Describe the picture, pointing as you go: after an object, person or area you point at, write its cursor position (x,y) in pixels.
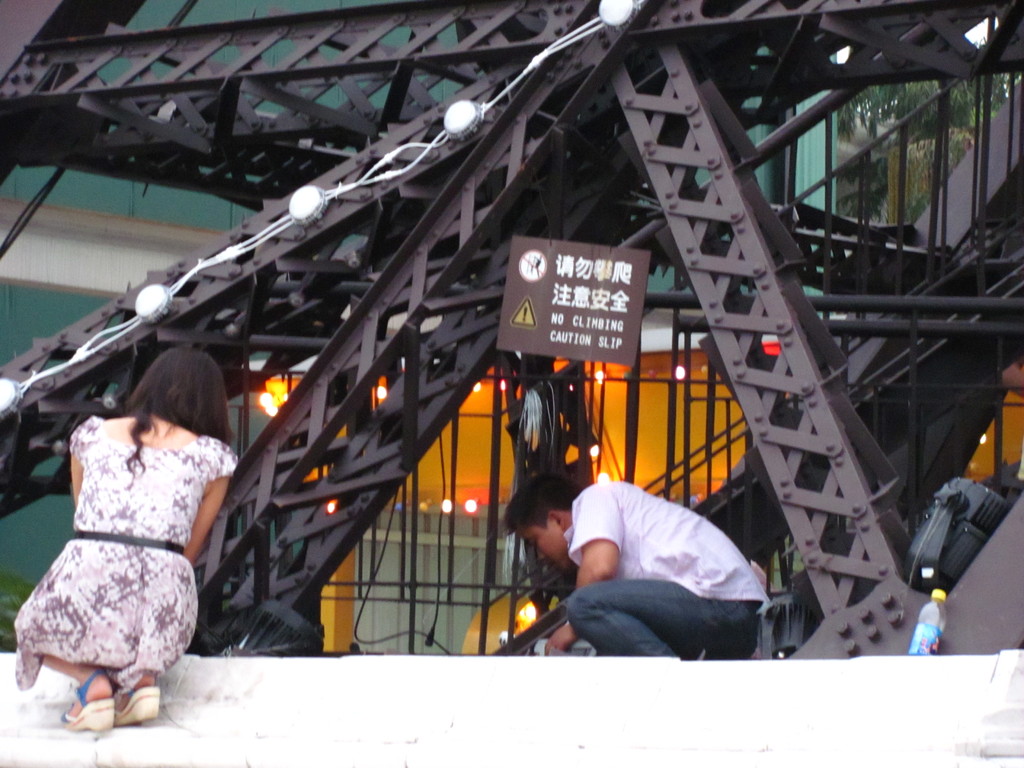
In this picture I can see a woman (194,482) and a man (643,542) in front (644,524) and I can see a bottle (935,612) on the bottom right of this picture (914,635). I can also see number of rods (620,169) and in the middle (531,316) I can see a board (638,260), on which there is something written. In the background (253,436) I can see a building (390,539) and few lights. On the top right of this picture (886,108) I can see the leaves (912,153).
